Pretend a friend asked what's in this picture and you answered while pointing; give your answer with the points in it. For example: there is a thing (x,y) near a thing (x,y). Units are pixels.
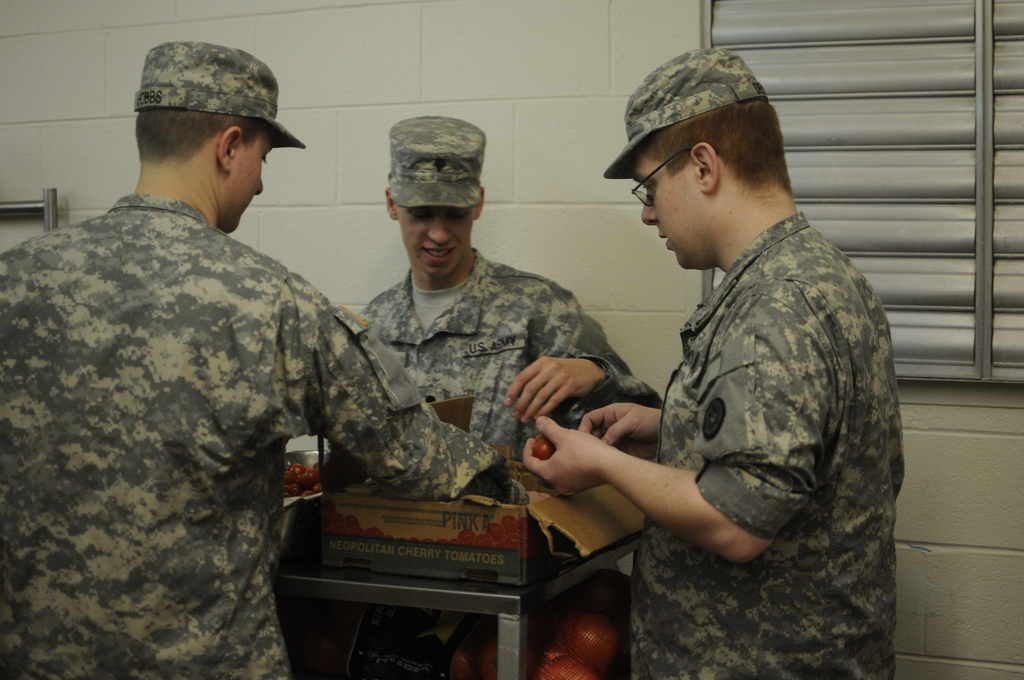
In this image, we can see people (248,191) standing and wearing caps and one of them is holding a tomato (538,451) and wearing glasses (648,207). At the bottom (402,527), we can see tomatoes (299,489) and boxes (412,543) on the stand (413,581) and in the background (94,118), there is a wall (243,23) and we can see a window (860,154).
